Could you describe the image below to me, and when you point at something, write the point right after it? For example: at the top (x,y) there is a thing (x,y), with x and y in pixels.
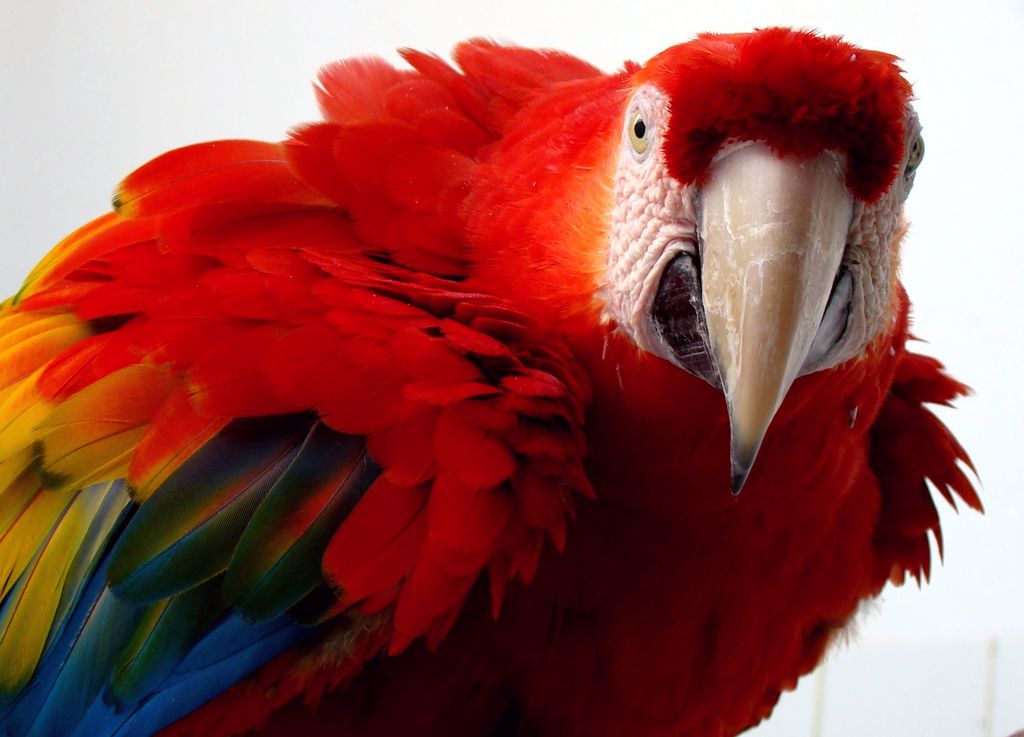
In this image there is a bird (348,522). It has colorful feathers (294,508). In the background (393,41) there is a white wall (56,96).
